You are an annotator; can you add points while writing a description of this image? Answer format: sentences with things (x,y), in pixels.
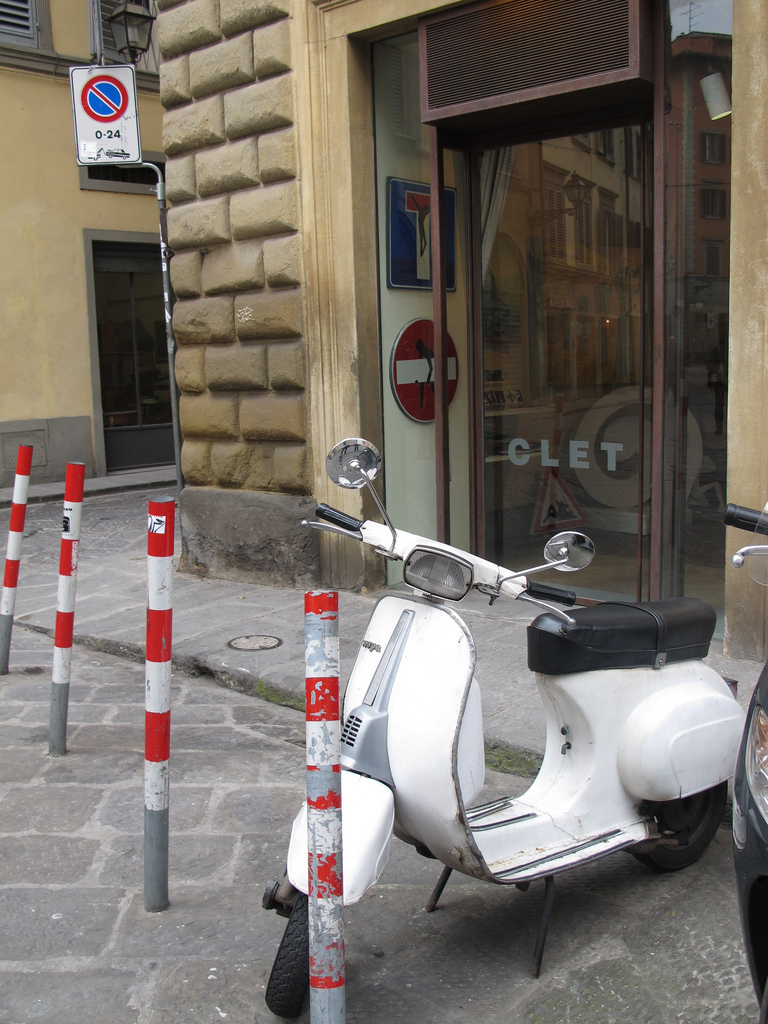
This picture is clicked outside. On the left (23,452) we can see the poles (318,615). On the right (760,777) there are some vehicles (721,750) parked on the ground (620,874) and we can see a board (102,139) attached to the pole (161,181) and there is a door (687,110) of a building (385,174). In the background (119,316) we can see the lamp (124,22) and the building (54,289).
